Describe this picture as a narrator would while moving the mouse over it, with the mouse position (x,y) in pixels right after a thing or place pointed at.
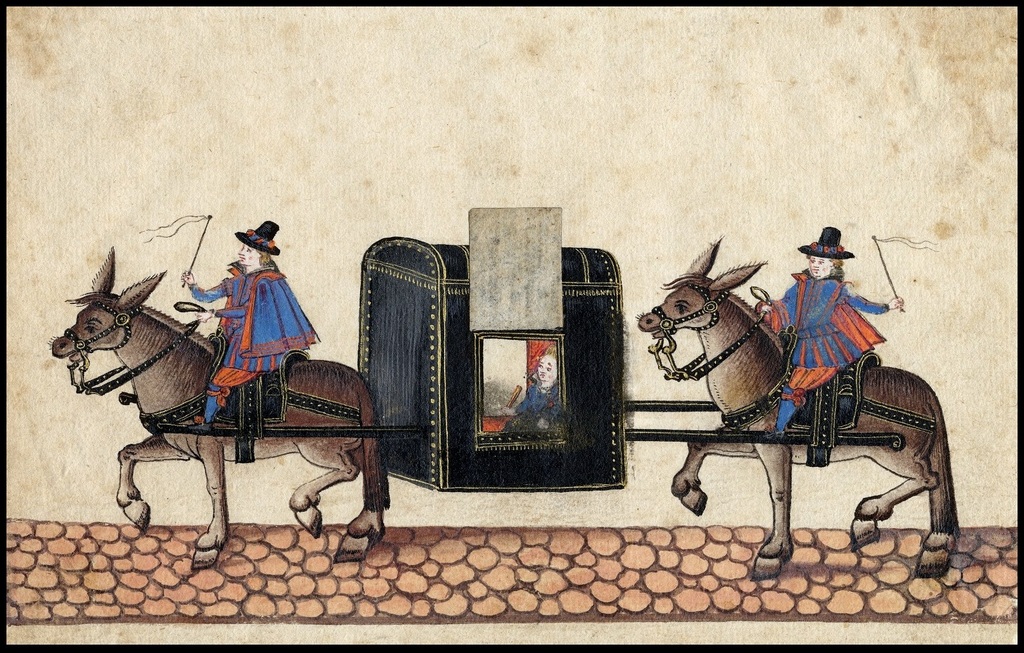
In this image we can see some painting (755,418) in which there are some persons (202,319) sitting on two horses (300,381) and in between them there is a person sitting in a box (524,430).
